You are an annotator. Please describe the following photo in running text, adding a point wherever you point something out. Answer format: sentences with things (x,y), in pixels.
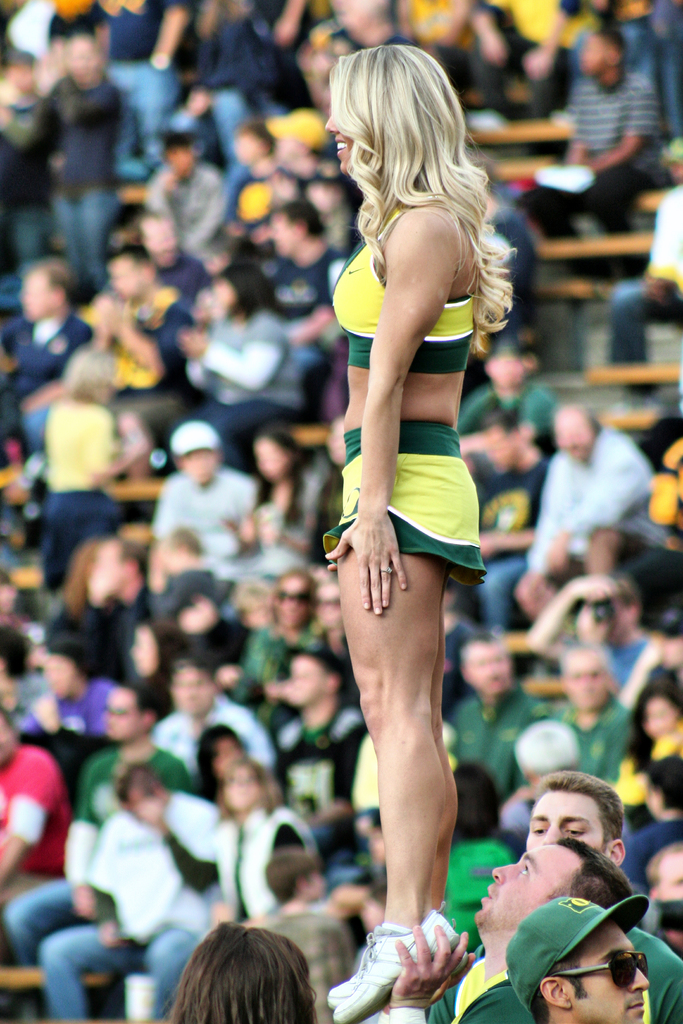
In this image there are people (425,941) in the foreground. One person (445,933) is lifting another person (417,847). There are many people (292,448) sitting in the background (269,464).
